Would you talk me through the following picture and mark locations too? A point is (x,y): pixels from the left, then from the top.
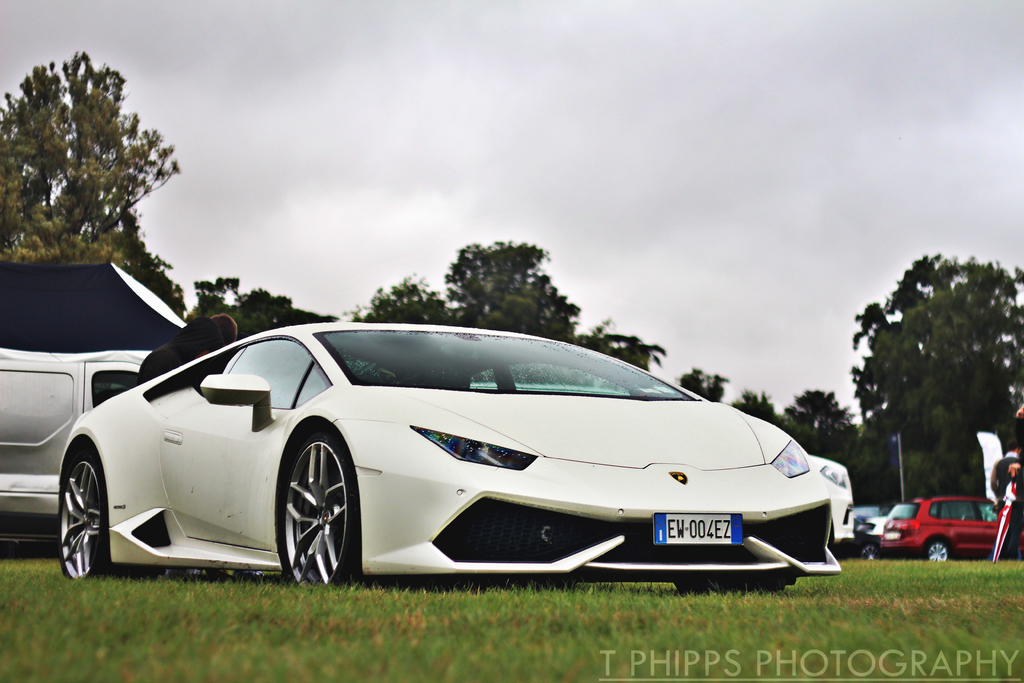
In the image we can see there are vehicles (488,457) different in colors. This is a grass (930,591), watermark (808,650), trees (557,307) and a cloudy sky (600,142).
